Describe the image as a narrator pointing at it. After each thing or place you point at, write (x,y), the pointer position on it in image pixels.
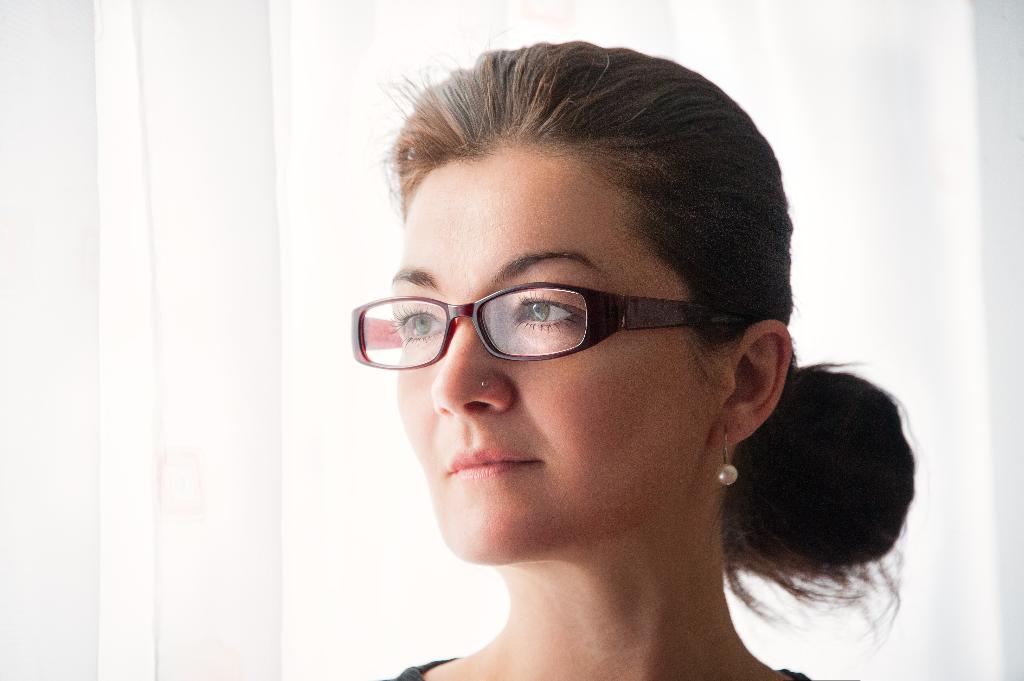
In this picture we can see a woman (684,152) wearing spectacles (527,309). This is a nose pin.
